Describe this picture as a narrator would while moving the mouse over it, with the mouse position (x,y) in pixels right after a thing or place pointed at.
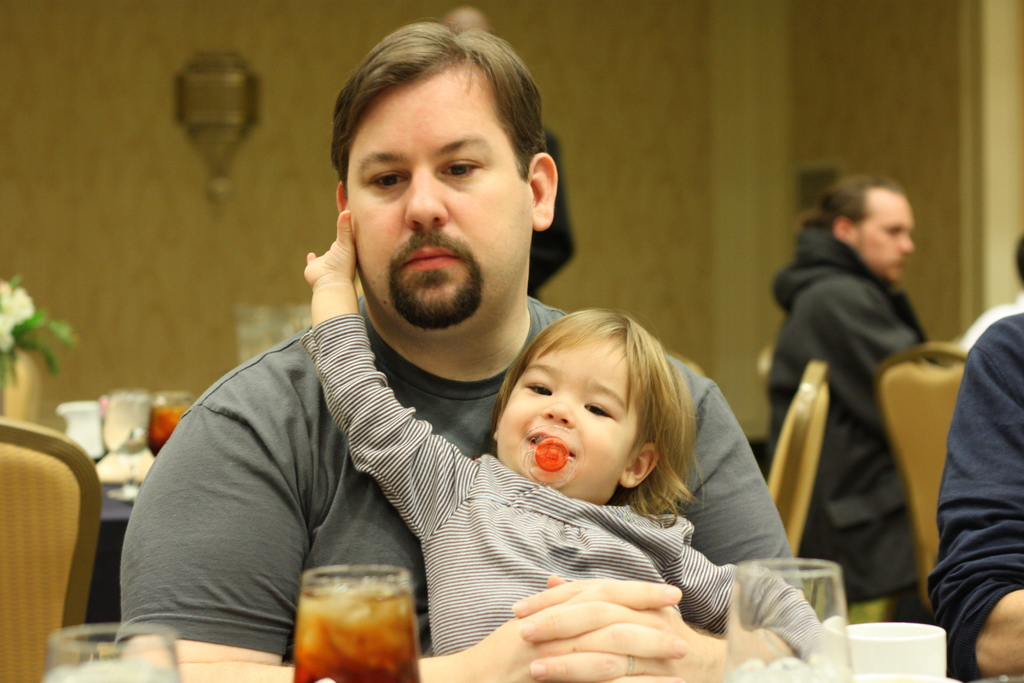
In the center of the image (501,378) there is a man (429,382) holding a baby (401,457) and sitting, before him there is a table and we can see chairs (23,523). There are glasses (360,658), cup (895,627) and a flower vase (30,347) placed on the tables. In the background (801,330) there are people (983,419) sitting and there is a wall (145,230).
